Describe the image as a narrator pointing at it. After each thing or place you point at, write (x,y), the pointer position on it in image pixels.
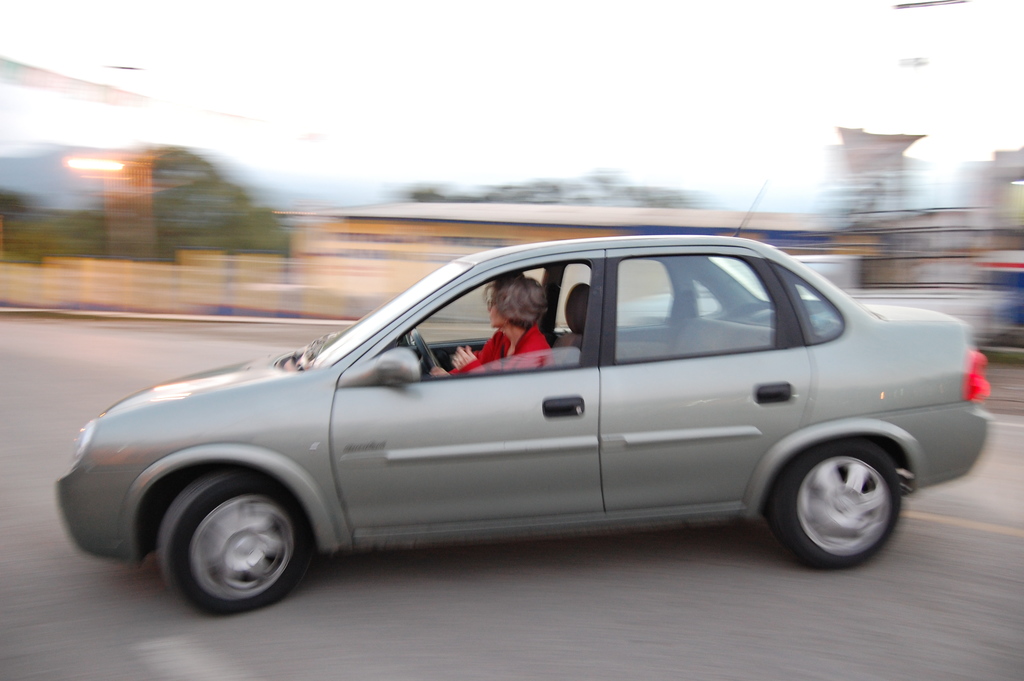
There is a person (530,293) in red color shirt (524,339), driving a vehicle (415,321) which is on the road (791,559). In the background (979,227), there are trees (246,244), buildings (980,221) and there is sky (463,81).
